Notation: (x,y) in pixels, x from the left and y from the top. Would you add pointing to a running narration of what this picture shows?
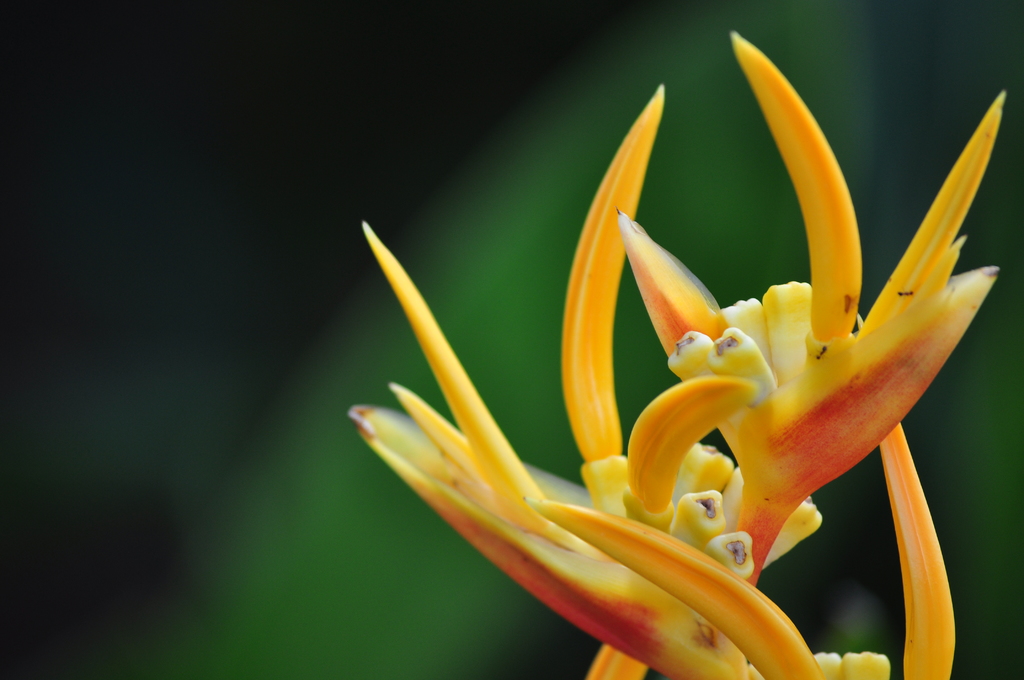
In this image we can see a flower (628,468) which is in yellow and red color and the background (515,387) image is blur.
